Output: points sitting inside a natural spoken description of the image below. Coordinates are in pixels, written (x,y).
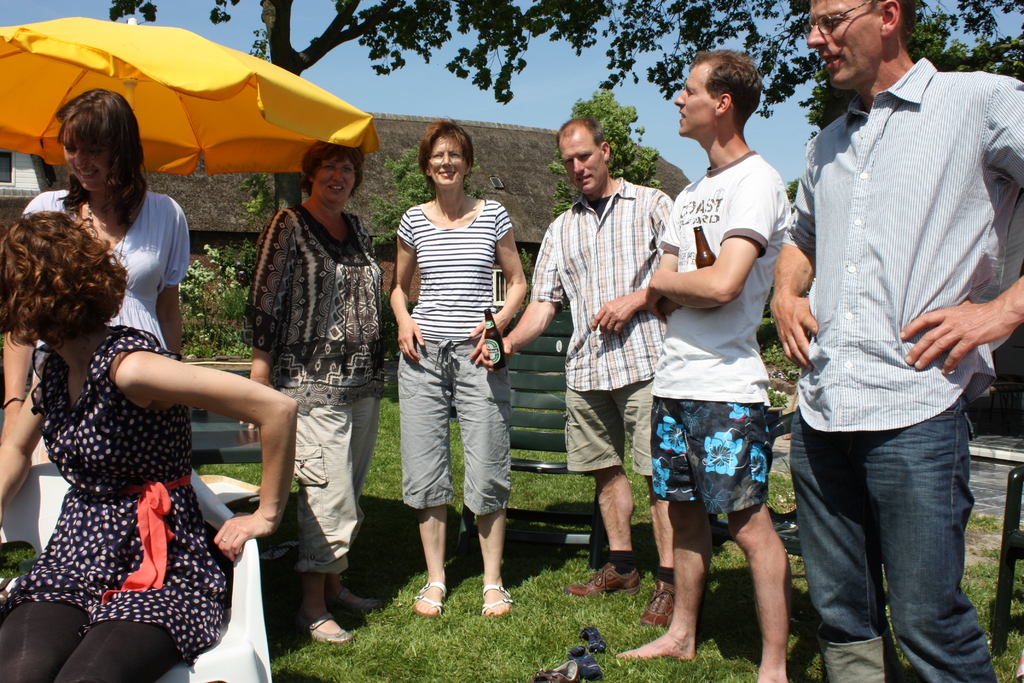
In this picture I can see there are few people (659,221) standing and there is a woman (87,411) sitting in the chair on to left (98,636) and in the backdrop (321,71) there are trees (477,67), buildings (196,193) and the sky (309,5) is clear.
